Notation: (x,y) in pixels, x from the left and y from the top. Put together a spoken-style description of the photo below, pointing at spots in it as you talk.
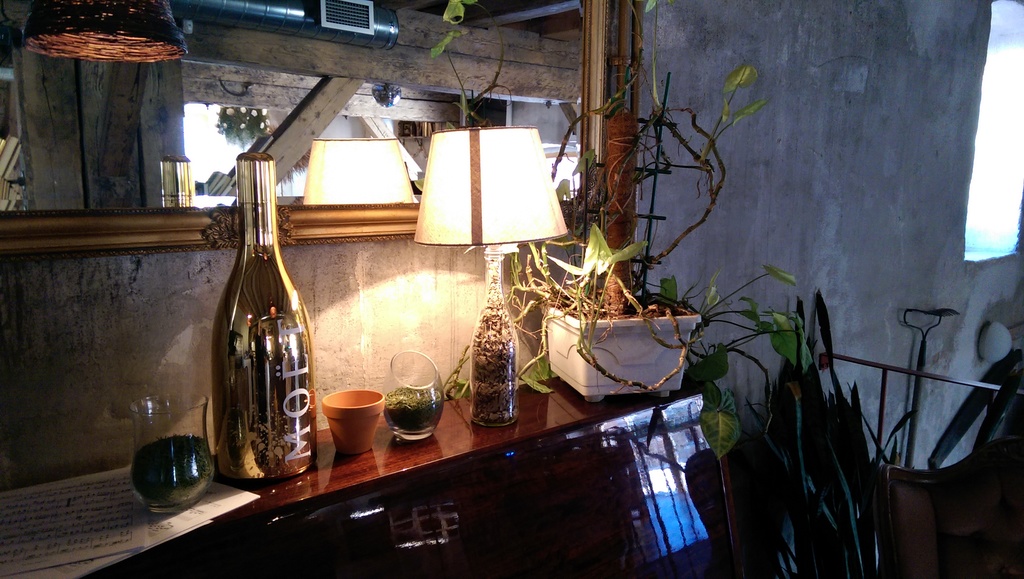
On this table (260,501) there is a lantern lamp (506,211), pot (361,432), jar (177,432), bottle (266,386) and plant (593,277).
